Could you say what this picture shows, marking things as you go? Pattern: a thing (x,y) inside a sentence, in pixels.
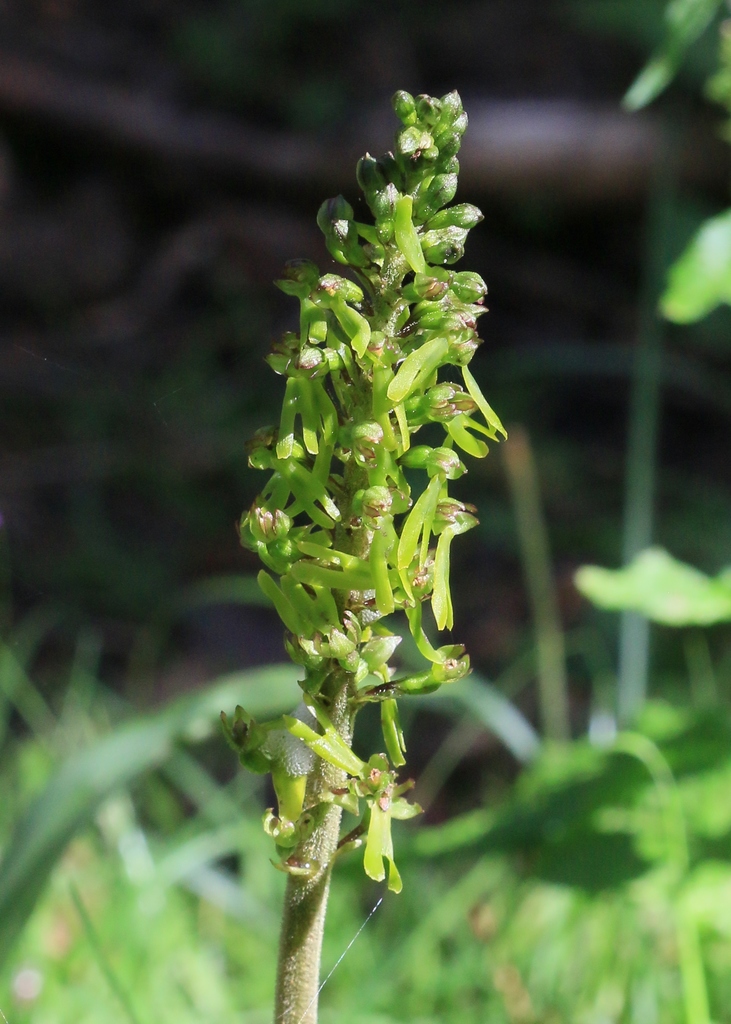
In this picture we can see a plant (388,606), some grass (30,889) and leaves (593,593). Background (21,760) is blurry.
